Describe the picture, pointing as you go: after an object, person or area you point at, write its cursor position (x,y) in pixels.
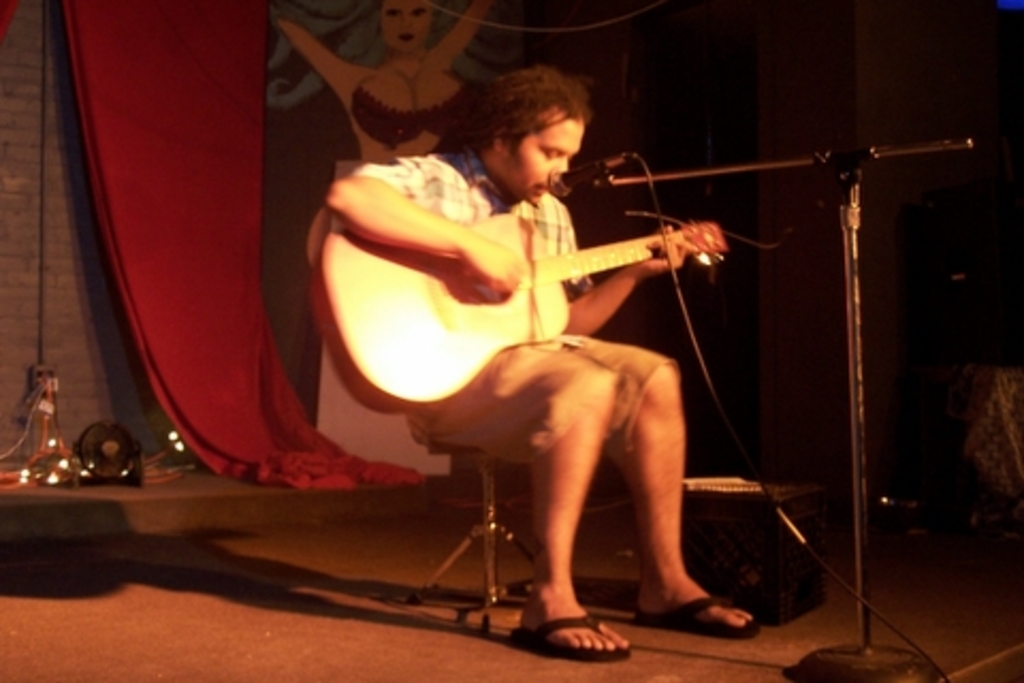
This picture is clicked in a musical concert. Man (437,177) in the middle of the picture (491,247) sitting on chair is holding guitar (397,266) in his hands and playing it. In front of him, we see a microphone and he is singing on it. Beside him, we see a sheet (173,261) which is red in color.
